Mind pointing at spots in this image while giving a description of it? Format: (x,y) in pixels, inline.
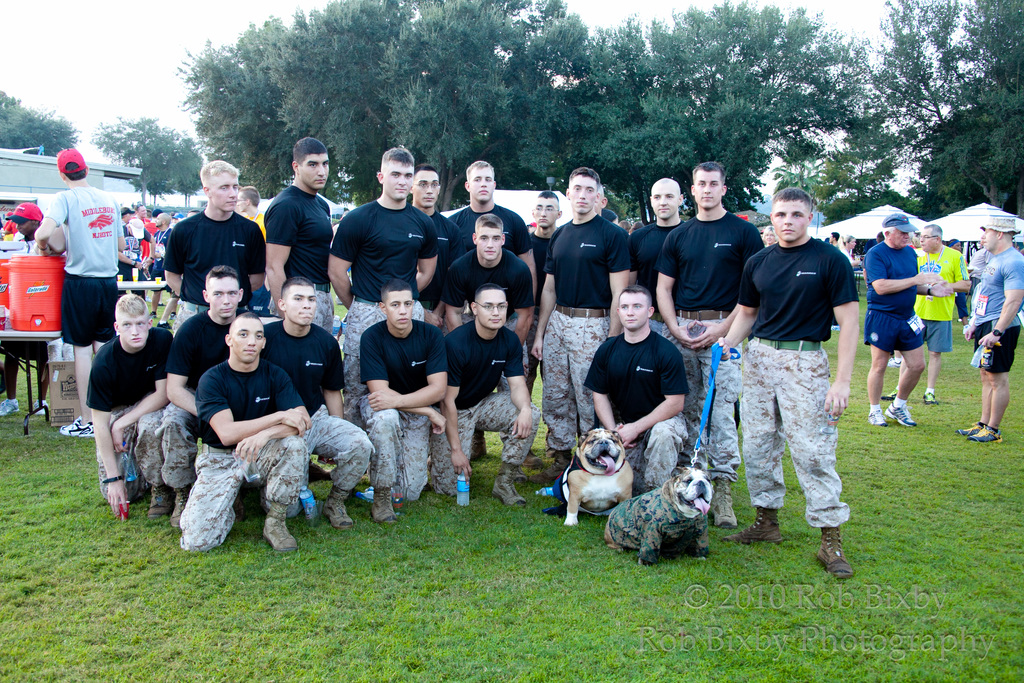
In this picture we can see a group of people (536,238) wore same black color T-Shirt (362,276) and pant (758,376) and in front of them we have bottle (464,475), two dogs (594,470) and this all are sitting and standing on grass (497,576) and in the background (16,210) we can see water cans (27,280), persons (64,182), trees (206,92), sky (128,19), tents (917,226).
